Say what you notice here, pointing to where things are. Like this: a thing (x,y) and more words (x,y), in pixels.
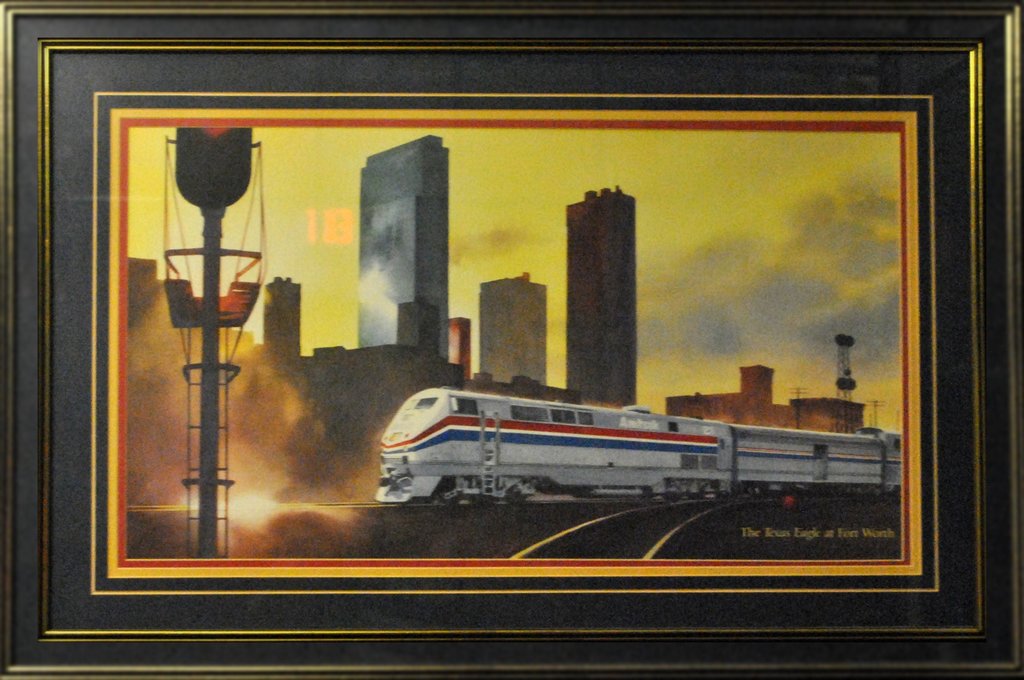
In this image we can see a photo frame (378,670), in the photo frame (462,421) we can see a train (857,435), buildings (529,350), poles (850,380) and the sky (463,204).
